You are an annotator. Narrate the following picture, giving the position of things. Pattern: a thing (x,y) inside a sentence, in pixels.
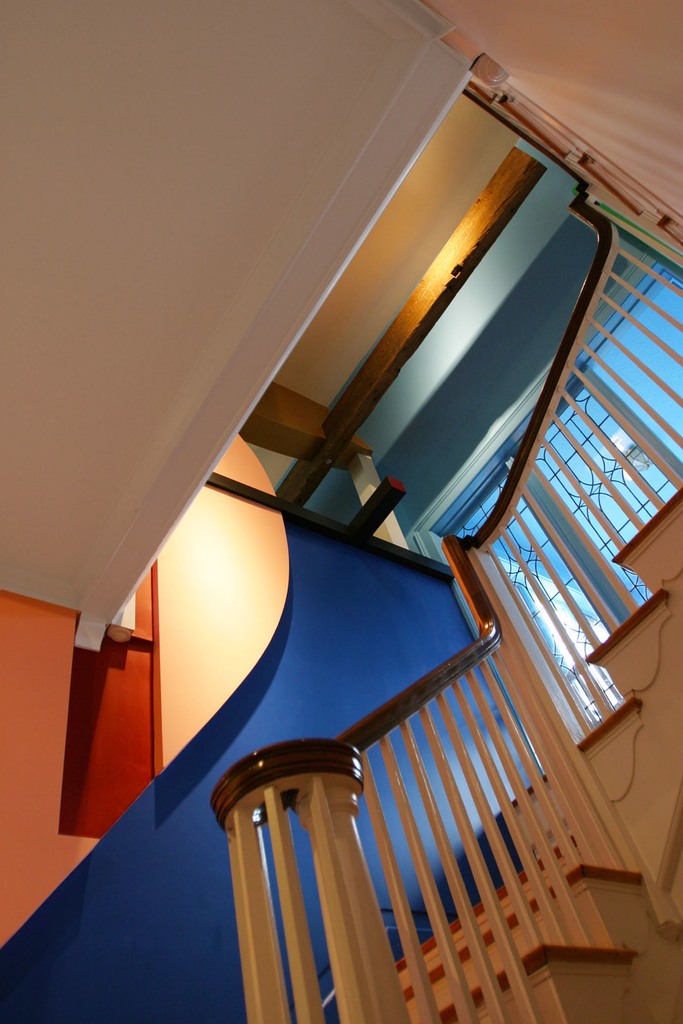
In this picture i can see stairs (461,575), wall (365,706) and ceiling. This picture is an inside view of a house (344,608).
